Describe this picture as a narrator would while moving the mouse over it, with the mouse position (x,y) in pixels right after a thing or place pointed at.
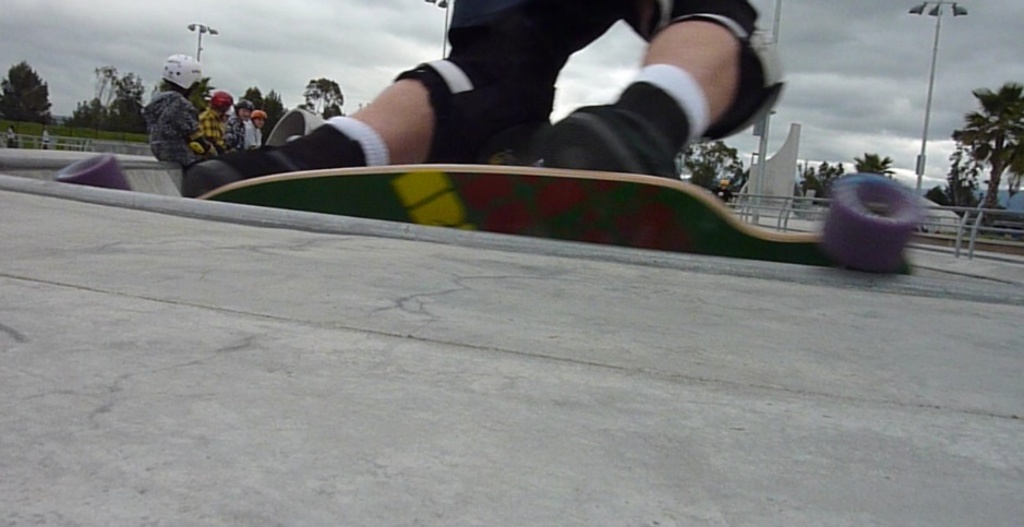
This picture is clicked outside. In the foreground (484,92) we can see a person (446,100) seems to be skating with the skateboard (604,217). In the background (322,35) we can see the sky (835,67), lamp posts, trees (131,82), green grass (140,134), group of people (205,135) and many other items (804,204).
